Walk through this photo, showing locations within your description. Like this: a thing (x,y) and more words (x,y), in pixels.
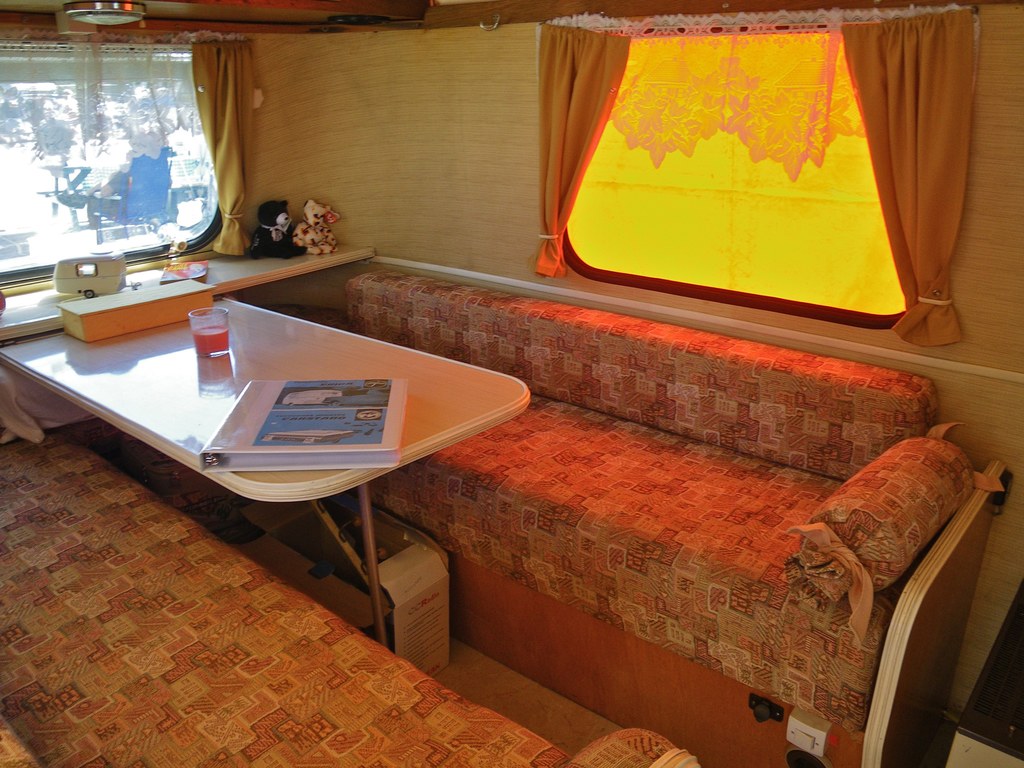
I think this picture was taken inside the vehicle (519,172). These are the windows (755,186) with the curtains (560,35) hanging to the hanger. This is the table (151,399) with a glass of juice (221,349), file (275,420), and a box (104,320), which are placed on the table (242,496). I can see a cardboard box (424,605) under the table (131,379). These are the toys (109,279), which are placed near the window (134,250). I think this is a lamp (118,15).
